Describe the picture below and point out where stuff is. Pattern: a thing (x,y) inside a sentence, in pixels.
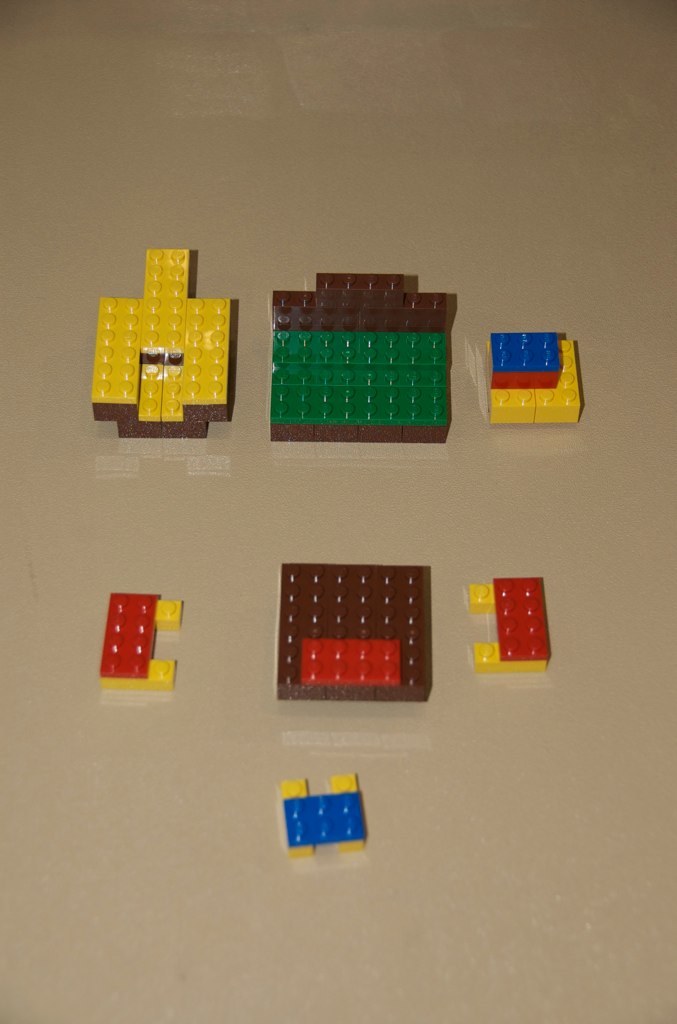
In this image we can see Lego blocks (396,336) on the surface (502,813).
